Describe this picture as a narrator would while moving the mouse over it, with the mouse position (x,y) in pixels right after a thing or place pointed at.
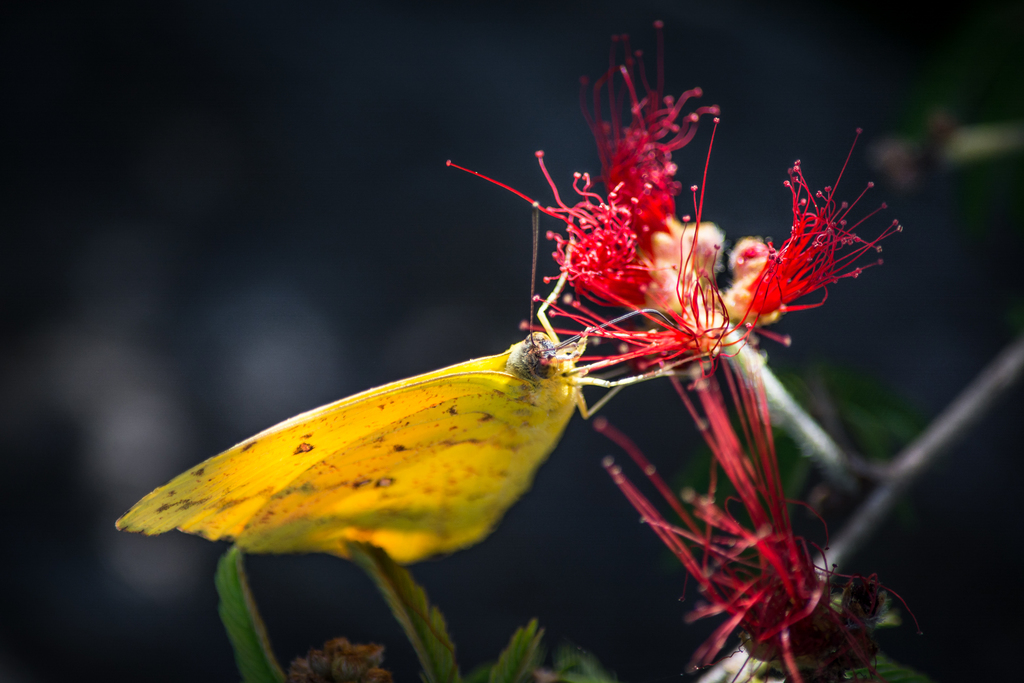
In this image I can see a yellow color butterfly (500,437) on the red color flower (670,278). I can see few green leaves (407,600) and black background (130,251).
